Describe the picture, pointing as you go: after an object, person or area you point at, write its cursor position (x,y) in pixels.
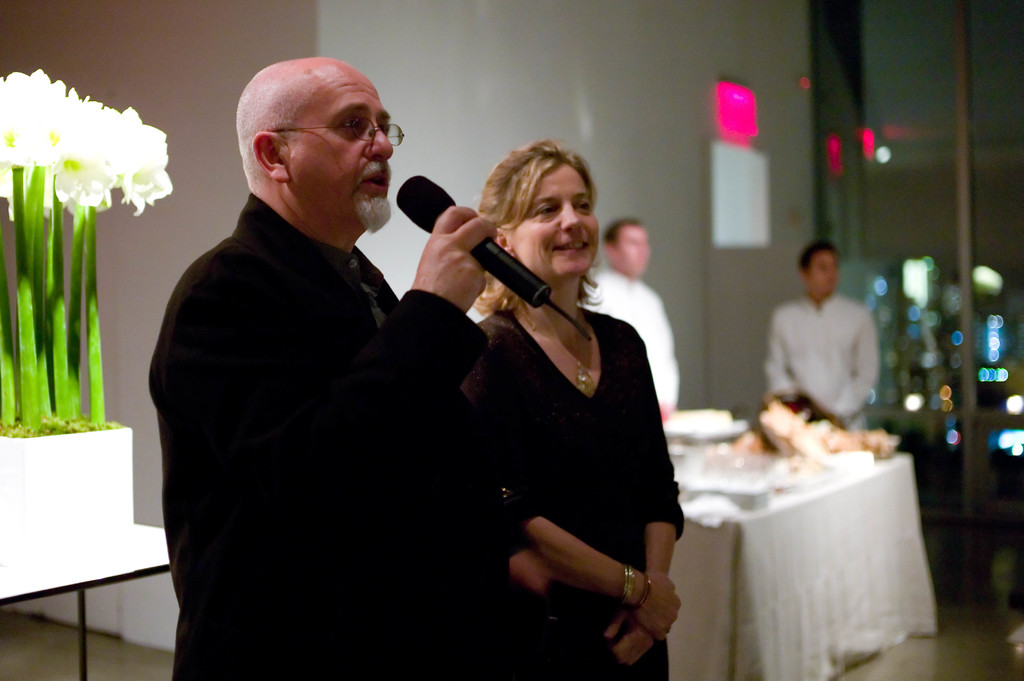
In this image I can see group of people (375,418), among them a man (281,400) is holding a microphone (428,203) in his hands (477,235) and the woman (582,356) is smiling. I can also see there is a table (803,485) with a white color cloth (769,566) on it.
